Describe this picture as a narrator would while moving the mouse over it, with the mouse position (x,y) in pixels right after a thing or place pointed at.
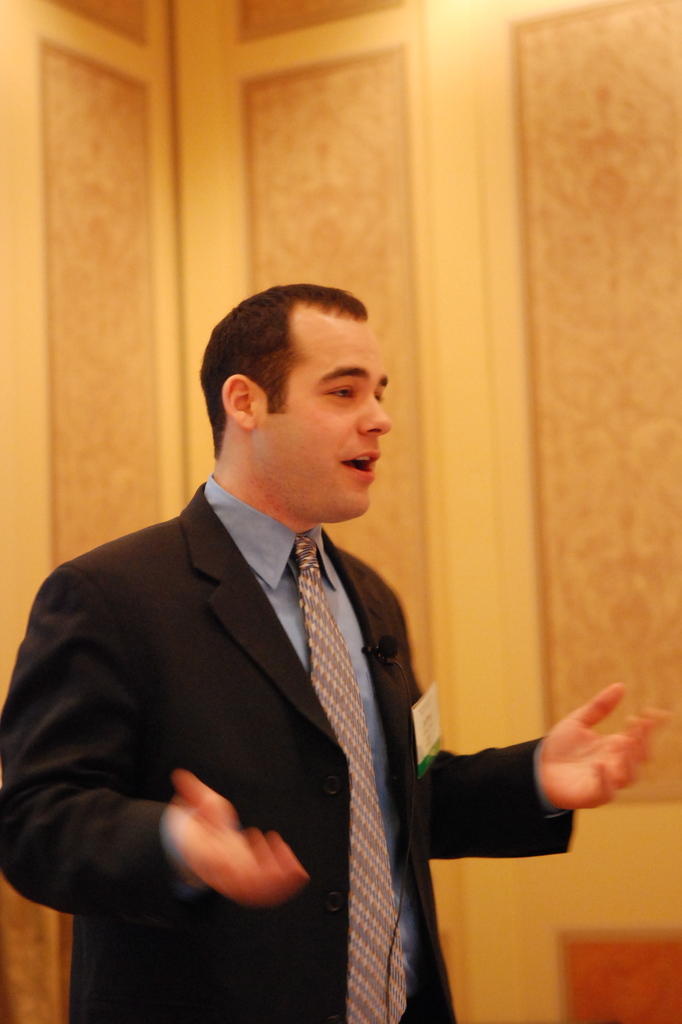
In this picture we can see a person (347,901) wearing a tie (301,549), shirt (268,537) and a suit (272,673). There is a black object (391,640) and a card (420,727) is visible on this person's suit (202,983).
